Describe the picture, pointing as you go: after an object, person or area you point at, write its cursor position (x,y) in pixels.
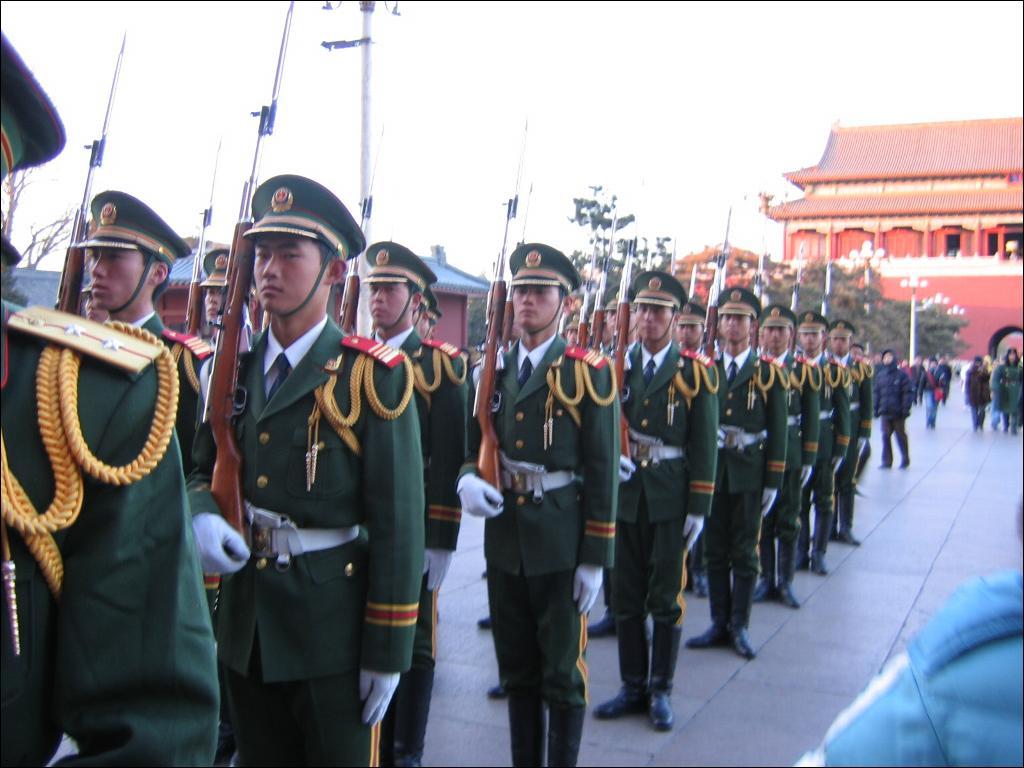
In this image we can see a group of army people (342,435). They are standing in a sequence and they are holding the weapons (590,290) in their hands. In the background (899,399), we can see a few people (911,403) walking on the road (934,429). Here we can see the building (924,258) on the right side (996,145). Here we can see the trees (908,330).
